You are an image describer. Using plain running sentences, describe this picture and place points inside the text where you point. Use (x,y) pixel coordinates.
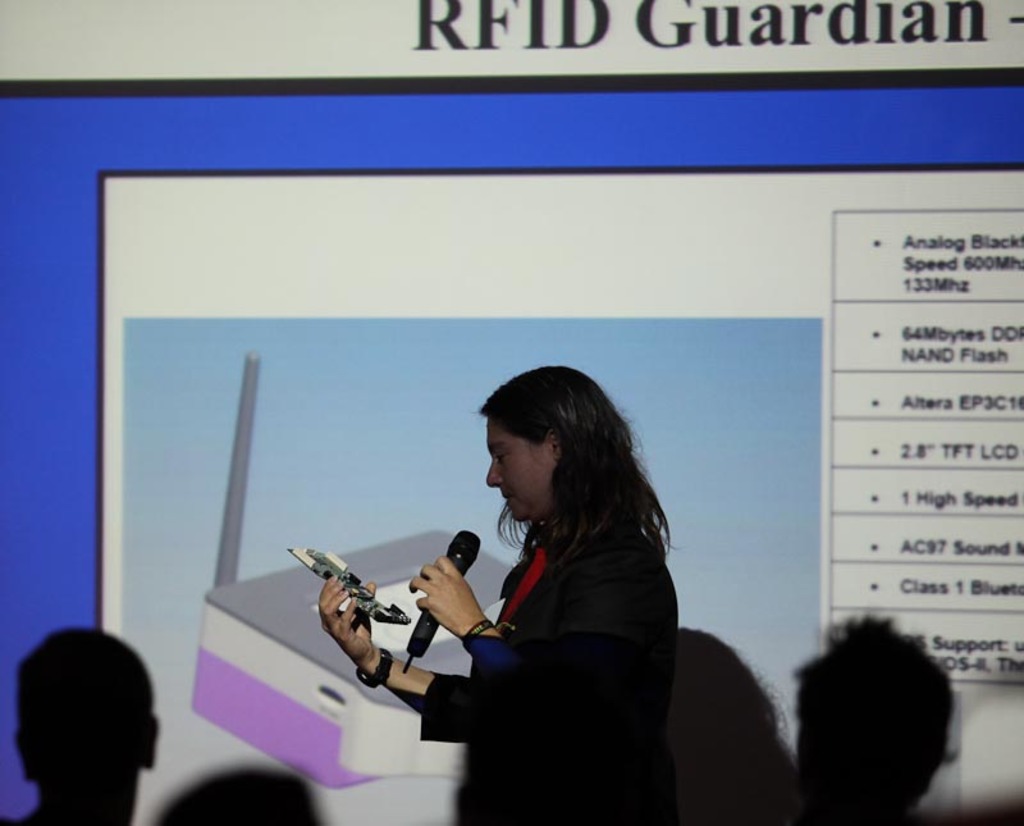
A woman (500,485) is standing holding an object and a microphone (476,544). People (125,821) are present at the front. There is a projector display (675,123) at the back (572,134).
